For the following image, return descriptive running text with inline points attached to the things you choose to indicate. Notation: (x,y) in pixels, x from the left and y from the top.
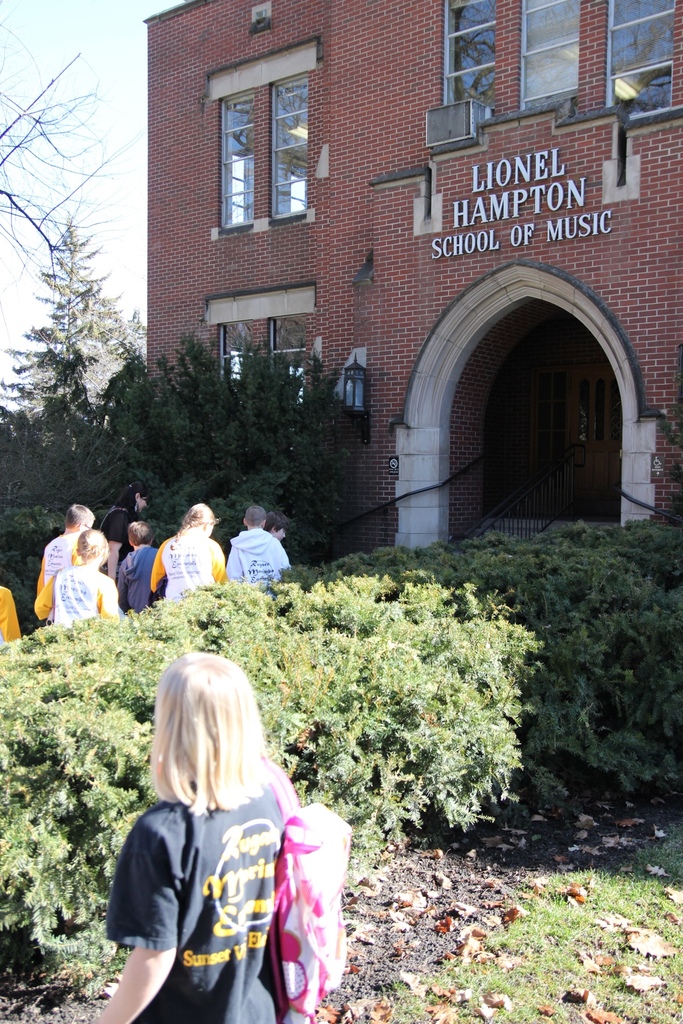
In this picture we can observe some people (229,737). There is a girl (187,827) holding a pink color bag (302,886) on her shoulders (260,792). We can observe some plants (320,643). There are trees (97,397). There is a brown color building (354,192). In the background (130,109) there is a sky (101,161).
